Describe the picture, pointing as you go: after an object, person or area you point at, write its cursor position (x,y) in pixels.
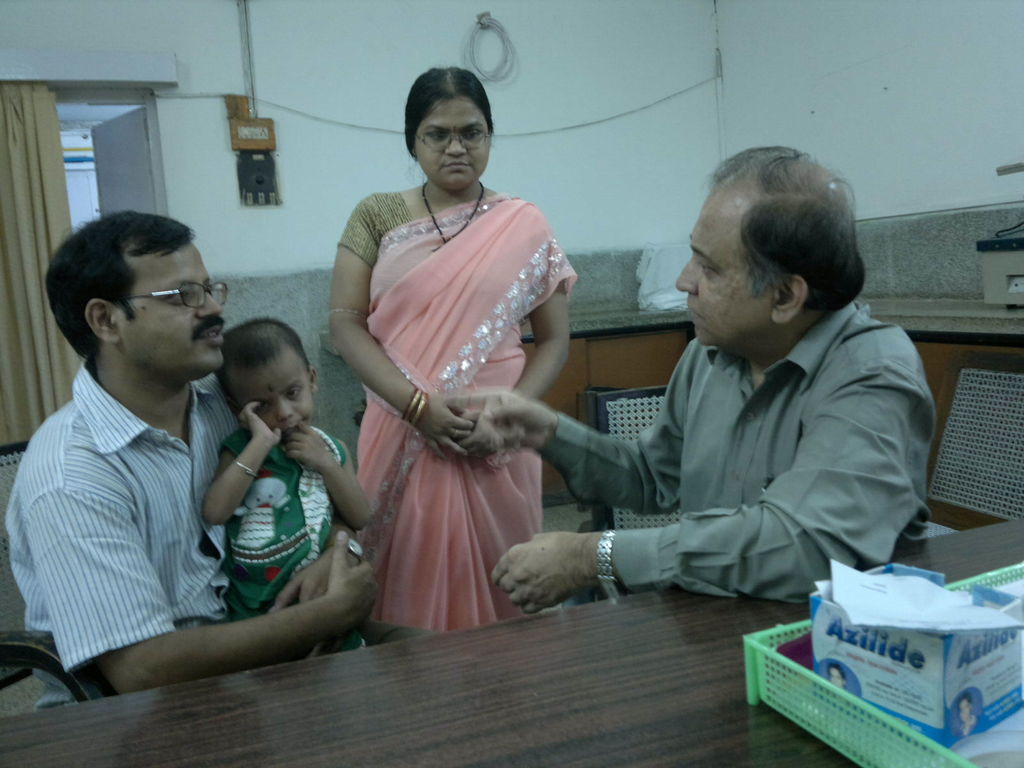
There are two men (217,350) sitting on chairs (982,480) and this man (175,558) holding baby (273,482) and this woman (395,515) standing and we can see tray (917,738) and box (908,665) on table (382,718). On the background (315,145) we can see objects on shelf (975,300), wall (939,229), switch board (240,137), curtain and door (110,155).
